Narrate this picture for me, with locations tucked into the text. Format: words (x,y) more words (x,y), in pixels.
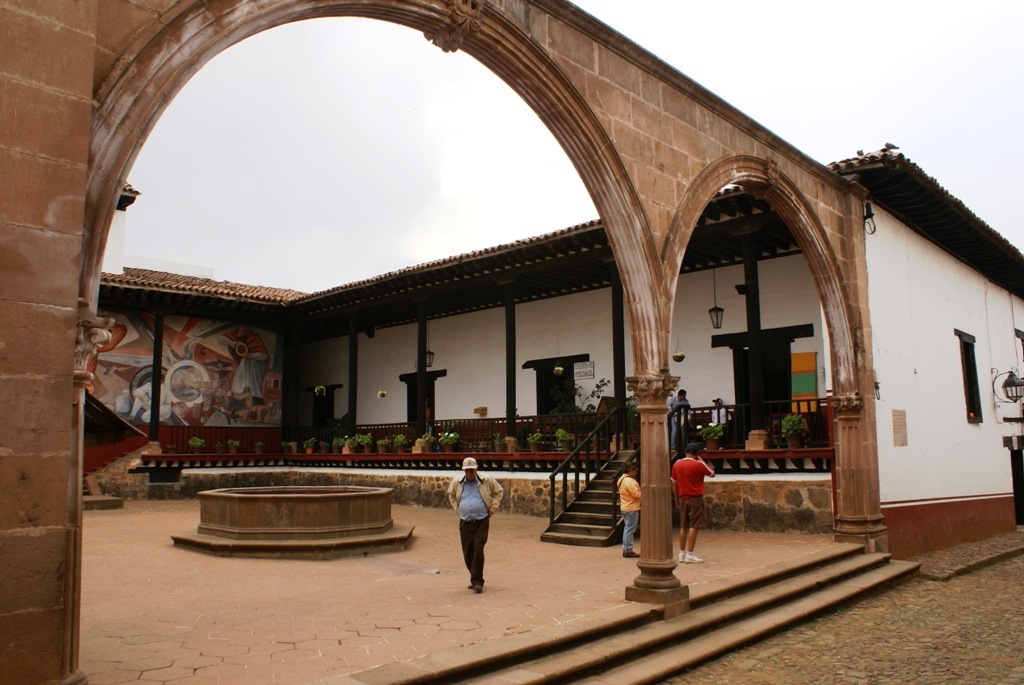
In this image we can see a building (901,322) with roof (887,206), doors (742,362) and some lights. In the center of the image (533,440) we can see group of plants (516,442) in pots (790,439), staircase (583,509), railings (588,478) and a group of persons (472,560) standing on the ground (541,599). In the foreground (711,638) we can see some steps (673,624). On the left side of the image (317,513) we can see a cement tank (331,511) on the ground (88,547). At the top of the image (289,215) we can see the sky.
